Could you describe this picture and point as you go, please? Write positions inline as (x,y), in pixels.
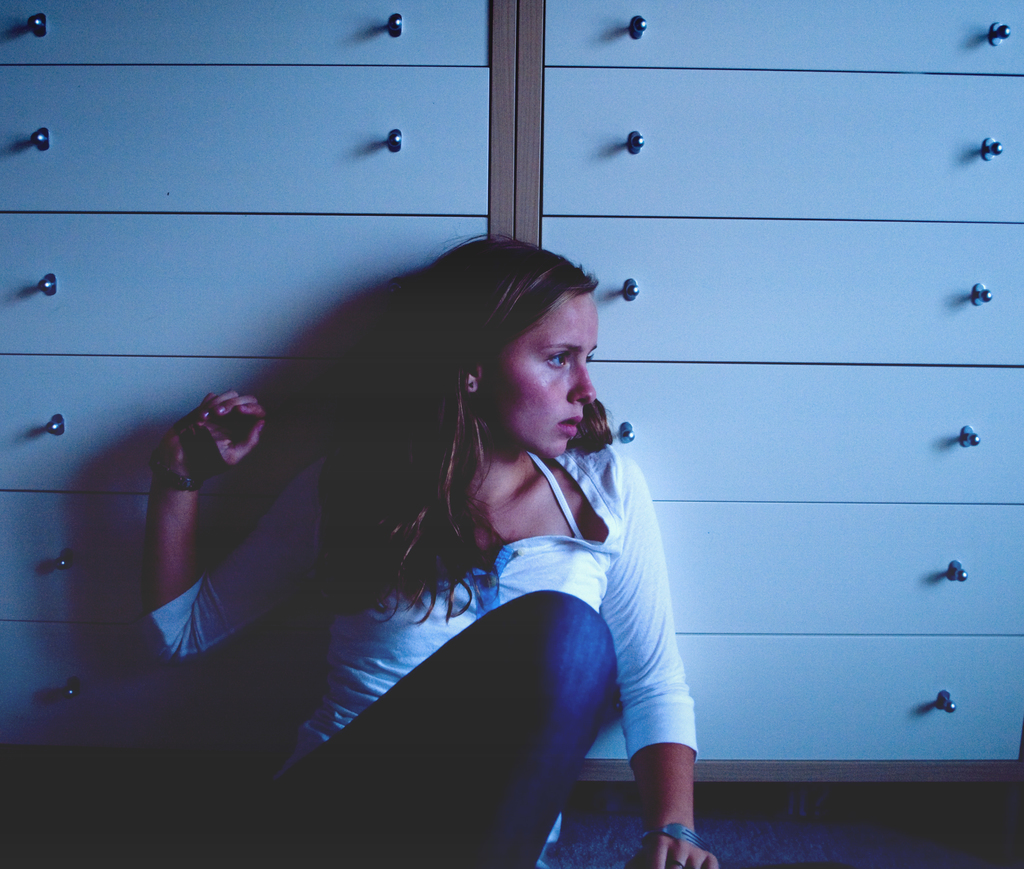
In this image I can see a woman (443,617) wearing white and blue colored dress (403,638) is sitting on the floor (839,822). In the background (793,365) I can see few drawers (793,365) which are white in color.
